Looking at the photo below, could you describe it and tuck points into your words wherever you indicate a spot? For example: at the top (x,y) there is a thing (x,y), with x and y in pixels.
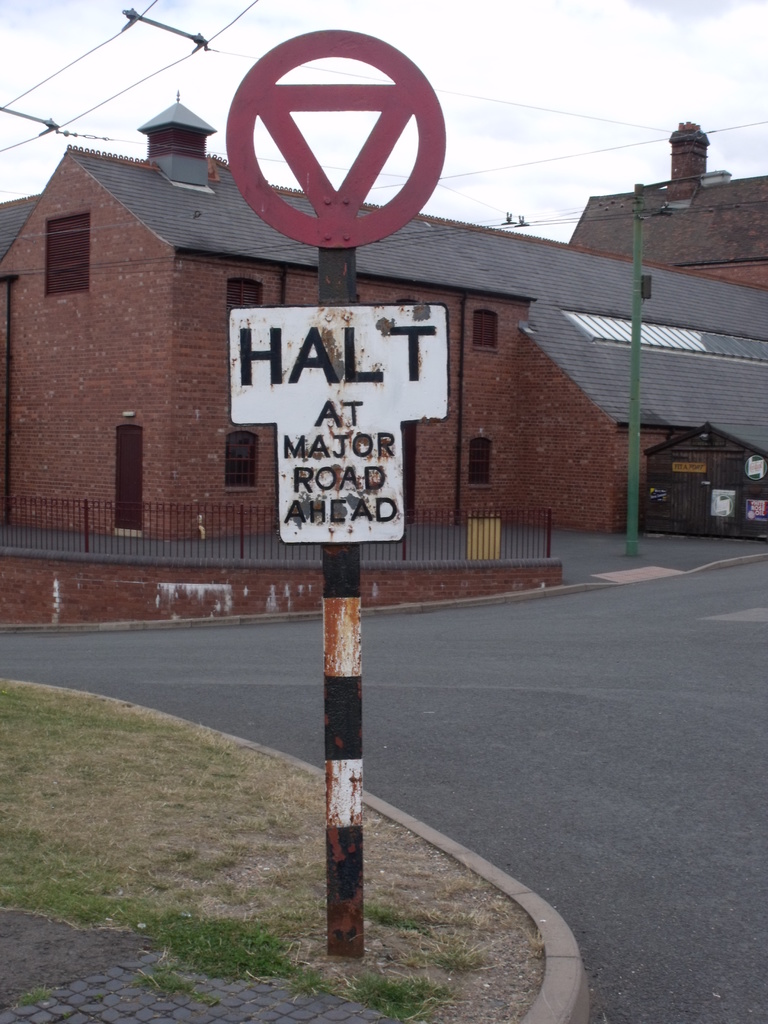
In the image there is a sign board (383,124) in the middle of the picture (334,493) and behind it there are buildings (678,477) with street pole (639,189) in front of it followed by a fence (506,534) behind it and above its sky (494,78). there is road (612,771) in front of the building (428,481).
